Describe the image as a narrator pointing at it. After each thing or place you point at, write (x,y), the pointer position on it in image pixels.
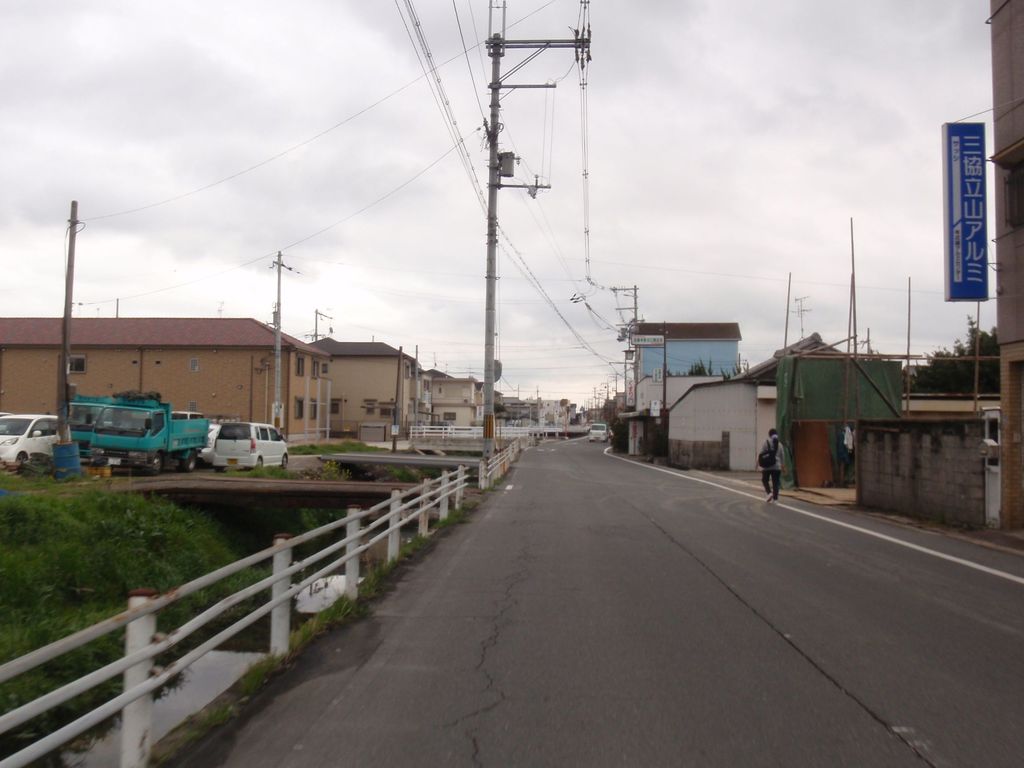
In this image we can see a person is walking on the road (574,706). On the left side (151,451) we can see fences (279,562), grass (96,559), plants (336,466), vehicles (199,422). In the background (360,368) we can see trees (988,360), buildings (20,403), windows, poles (628,351), wires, boards (949,255) on the poles (634,315) and clouds (418,284) in the sky (444,146).
